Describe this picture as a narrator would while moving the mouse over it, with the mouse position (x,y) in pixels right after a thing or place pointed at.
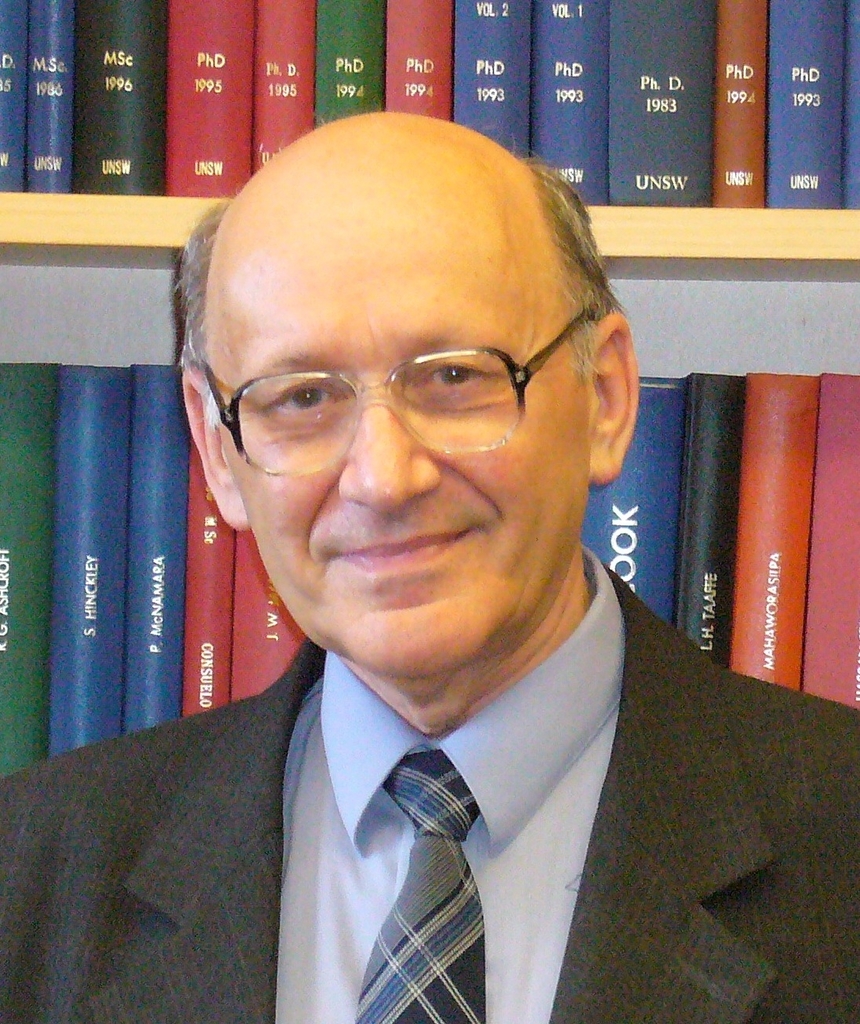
In this image we can see a person (280,283). Behind the person (404,523) we can see a group of books (593,527). On the books (598,549) we can see some text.
